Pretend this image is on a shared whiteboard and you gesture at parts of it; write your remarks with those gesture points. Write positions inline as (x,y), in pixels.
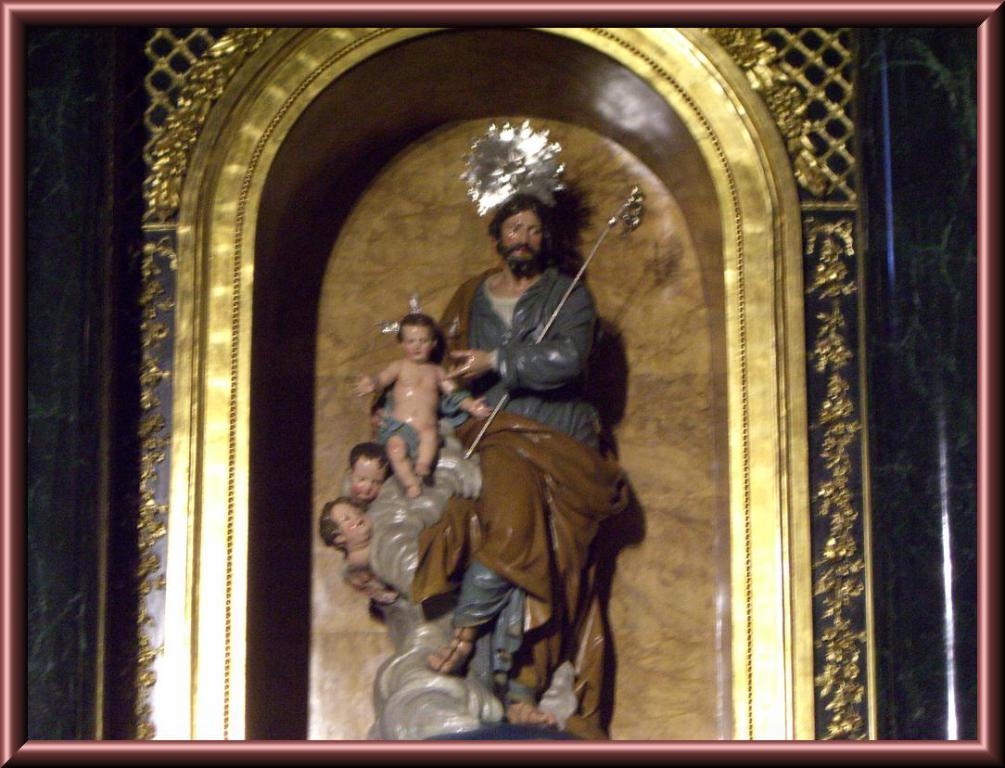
In this image I can see the statues (403,673) of people (351,566) which are in brown, grey and ash color. I can see one person (509,507) with the staff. And there is a gold color background (365,642).
